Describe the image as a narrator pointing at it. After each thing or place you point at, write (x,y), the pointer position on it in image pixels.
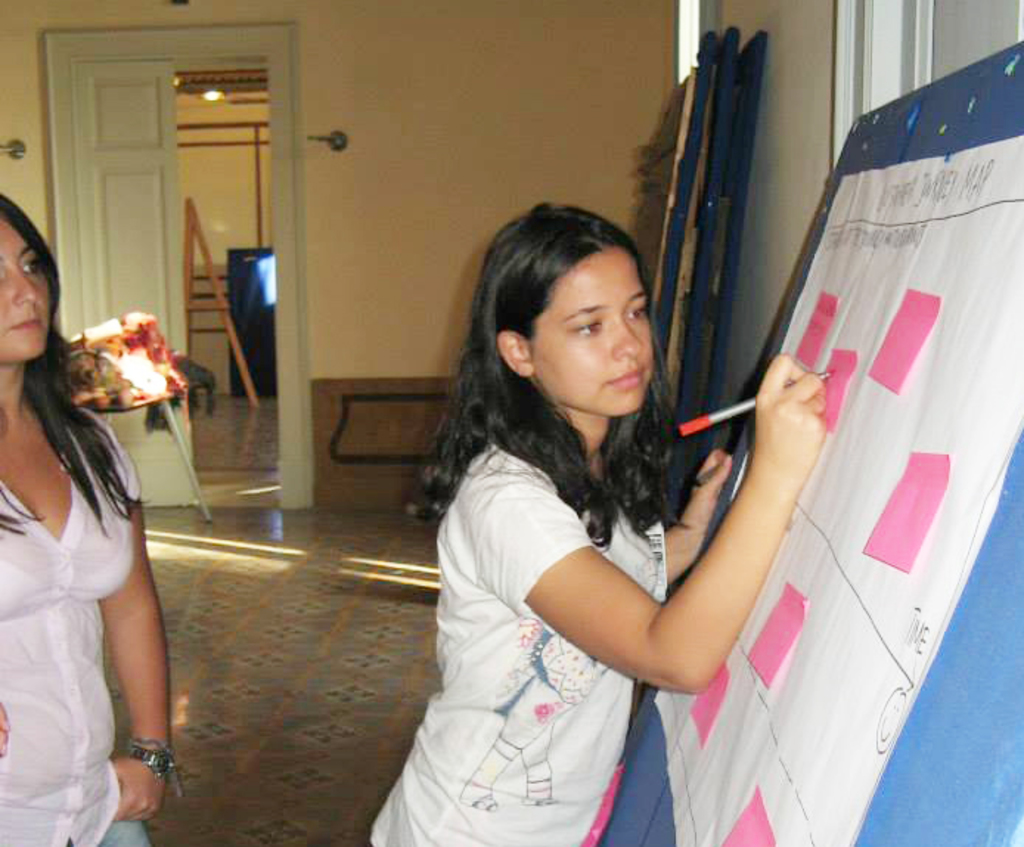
In this image I can see two women (43,769) are standing among them this woman (574,524) is holding a pen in the hand (782,429). Here I can see a board (992,539) on which a chart (931,274) is attached to it. On the chart (938,411) I can see diagrams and something written on it. In the background (411,222) I can see a wall (474,170), a door (172,293) and other objects (172,361) on the floor (315,547).
